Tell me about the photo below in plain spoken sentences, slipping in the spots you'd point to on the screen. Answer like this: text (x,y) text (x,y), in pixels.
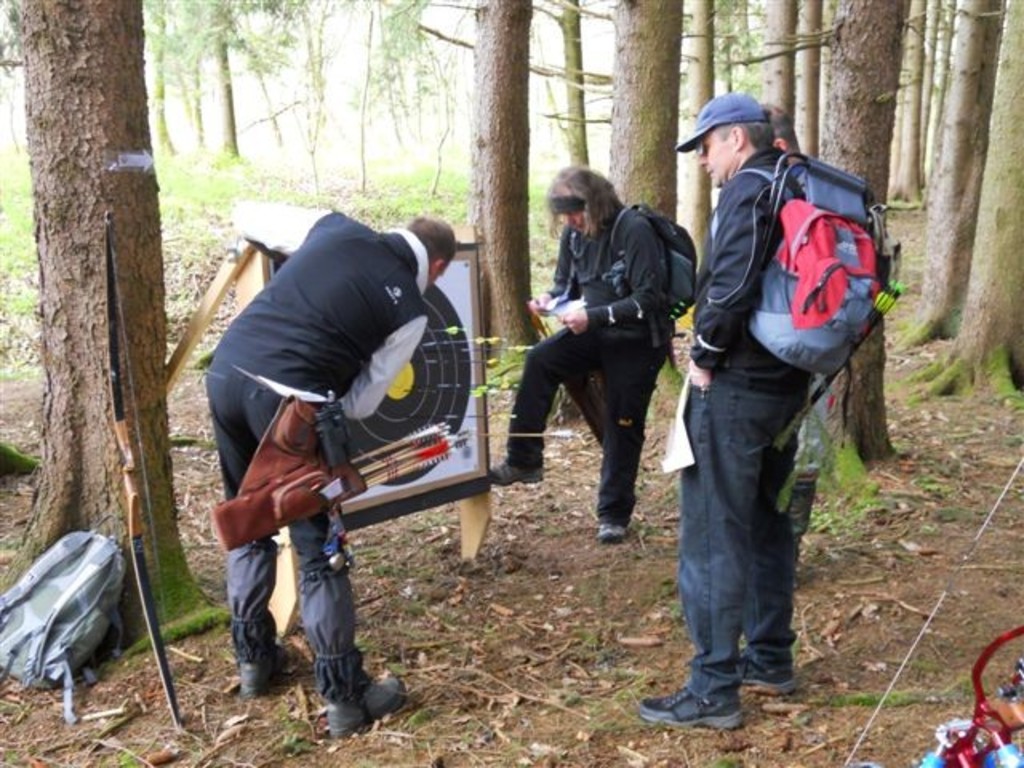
On the left corner of the image (126,179) there is a tree trunk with an arrow symbol (146,167) and also there is a bow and there is a bag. Beside the tree trunk (59,490) there is a man (284,300) with a arrows bag (337,472). Beside him there is a target board (397,387) with arrows (460,350). And also there are three people (582,193) standing. There is a man (747,131) with a cap (701,125) on his head (747,131) and he wore a bag (863,271). And also there is another person (606,215) with a bag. In the background (340,110) there are many trees (779,48) and on the ground (14,431) there is grass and also there are dry leaves (931,716). In the bottom right corner of the image (973,725) there is an object (978,721).
